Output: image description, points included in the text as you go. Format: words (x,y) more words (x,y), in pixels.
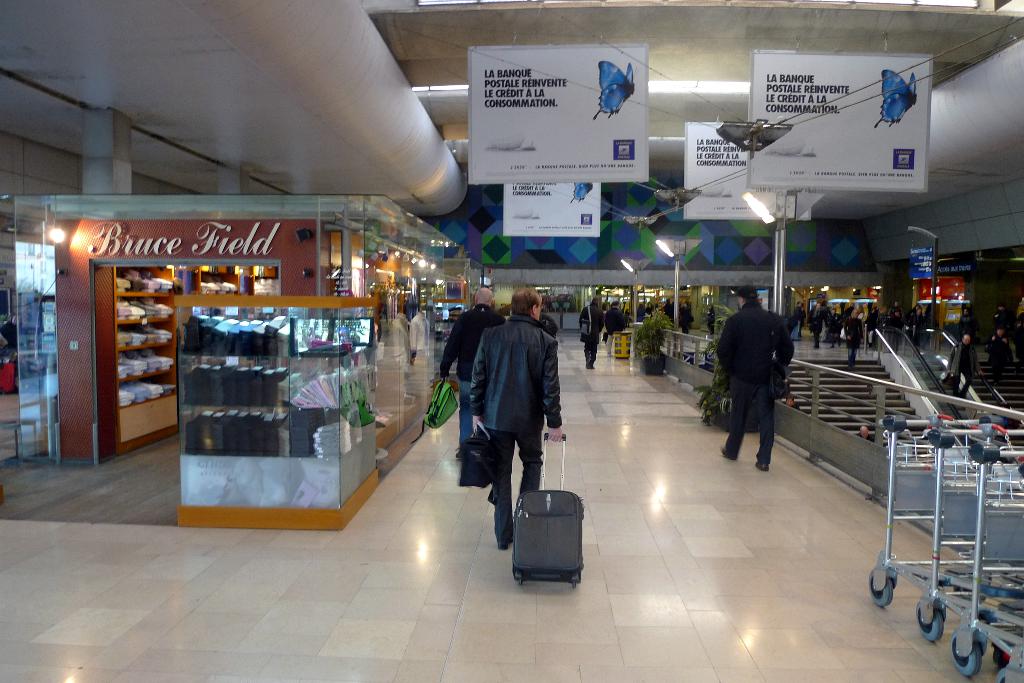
In this image there are group of people (901,315) few are standing and few are walking. At the top (525,80) there are boards (711,128) and lights (727,85), at the right (908,338) there are staircase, escalator (908,343) and plants (726,374), at the left (157,281) there is a store (202,309).
